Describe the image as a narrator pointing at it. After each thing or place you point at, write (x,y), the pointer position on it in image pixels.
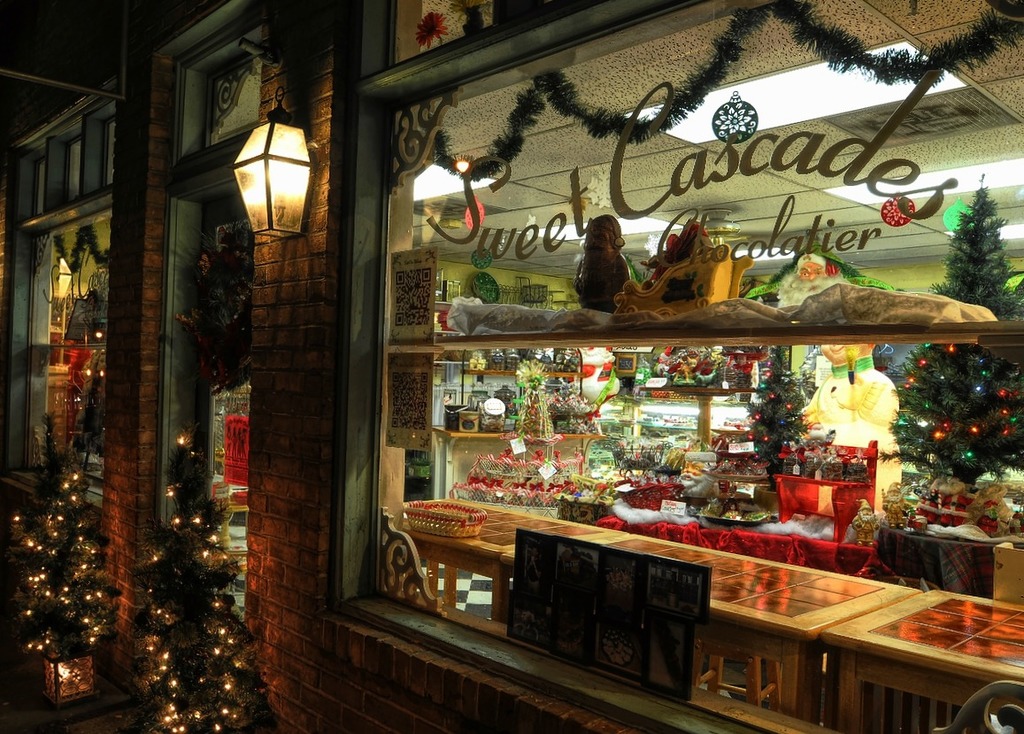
In this picture we can see a building (112,357) with glass windows (91,366). Inside the building (60,341) there are decorative plants (986,422), ceiling lights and some objects (633,371). In front of the building (334,491), there are plants (99,586) with lights (169,569). There is a street lamp (261,208) attached to the wall (265,296) of a building (267,310). On the glass window (590,255), it is written something.
